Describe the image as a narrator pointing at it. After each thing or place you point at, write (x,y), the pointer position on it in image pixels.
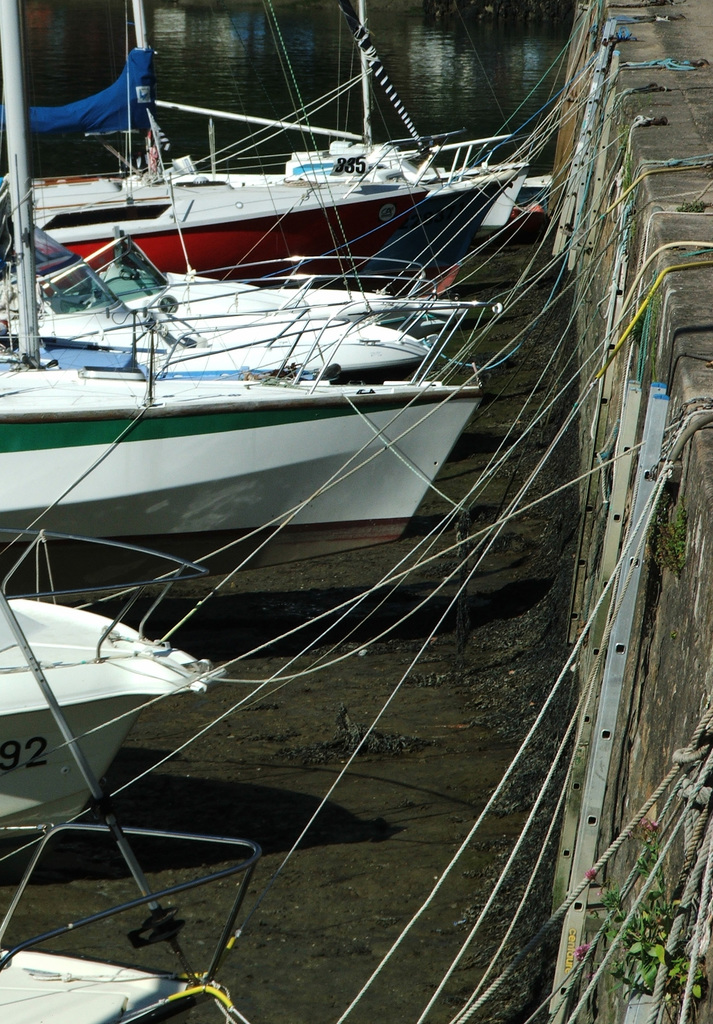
In this image there is water (554,79) we can see boats (420,370). On the right (712,203) there is a wall (712,203) and we can see ropes (625,65).
